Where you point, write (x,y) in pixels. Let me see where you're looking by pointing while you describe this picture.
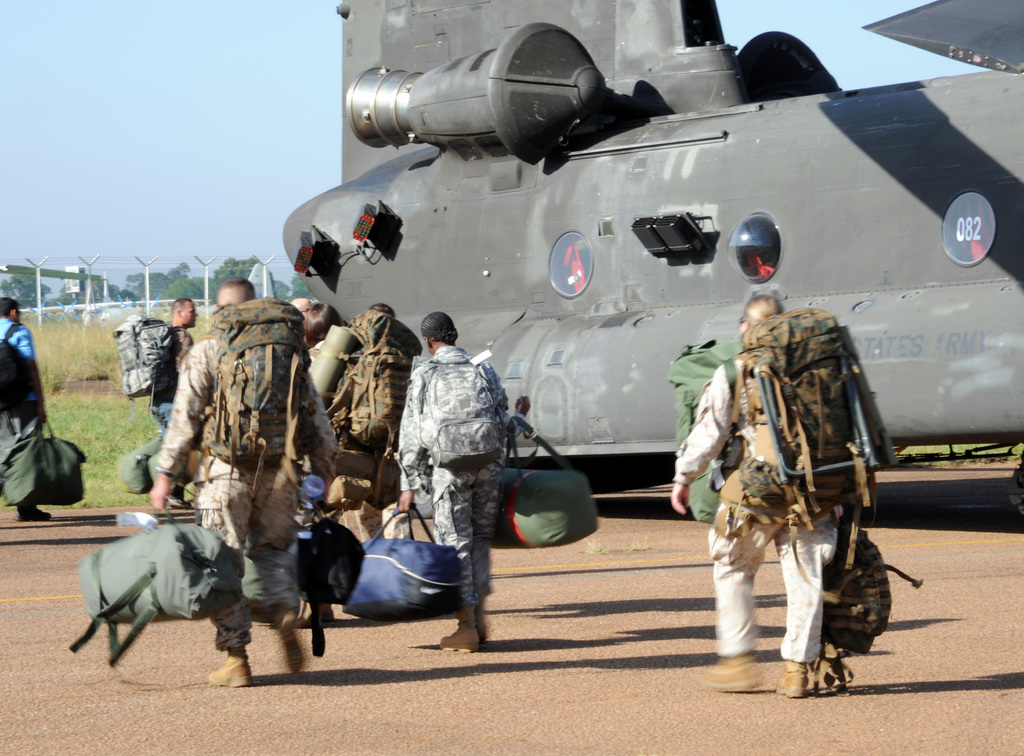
In this image I can see group of people (798,622) walking. In front (261,482) the person (266,496) is wearing military dress (320,408) and holding few bags (369,325), background (556,72) I can see a vehicle (455,211), few light poles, trees (174,280) in green color and the sky (176,95) is in blue color.
